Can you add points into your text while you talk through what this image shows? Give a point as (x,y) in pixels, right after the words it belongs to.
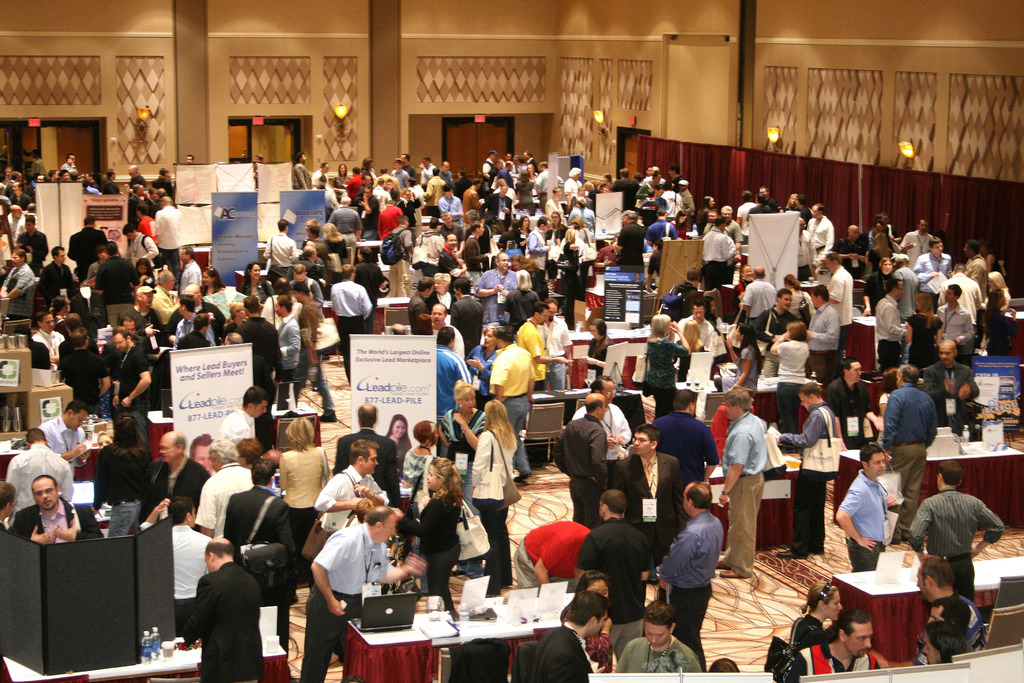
In this image few persons (609,538) are standing on the floor (721,583). There are few banners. Few persons (622,530) are standing before tables (358,670) having laptop (404,616), bottle (464,611) and few objects (454,620) are on it. Few lights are attached to the wall (597,155) having doors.
